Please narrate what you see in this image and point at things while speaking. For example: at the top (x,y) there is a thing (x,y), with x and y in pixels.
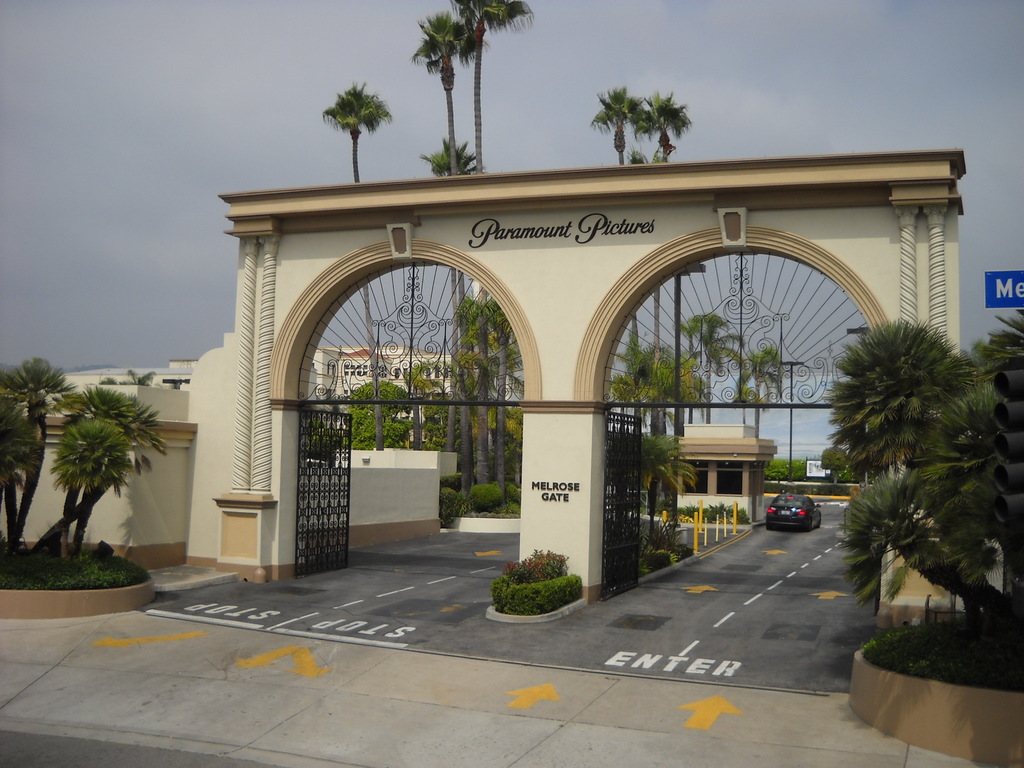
In the foreground of the picture (592,527) I can see the entrance metal gate construction (577,465) in the form of arch design (573,514). There are trees (96,503) on the left side (122,491) and the right side (947,440) as well. In the background (744,502), I can see the building (401,380) and trees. There is a car (772,505) on the road (763,610). There are clouds (192,141) in the sky (385,149).
